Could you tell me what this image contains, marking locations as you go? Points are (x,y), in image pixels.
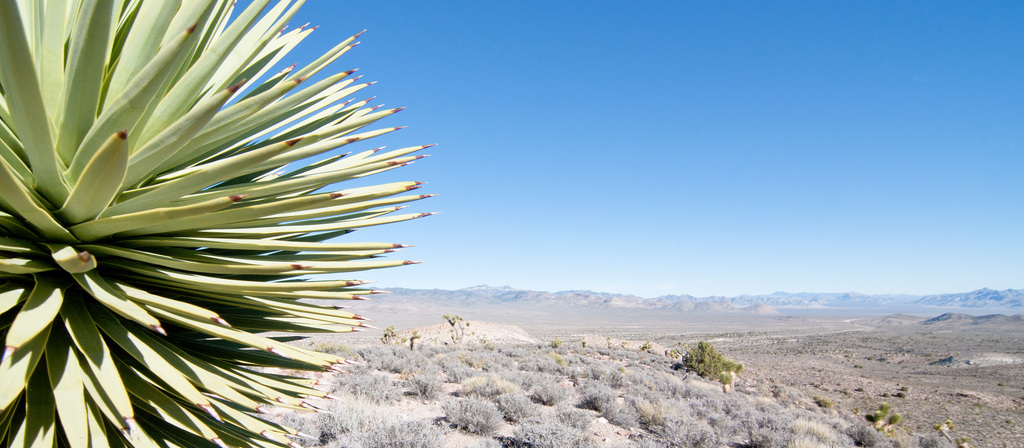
In this picture we can see trees (711,358) on the ground (581,335) and in the background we can see mountains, sky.
